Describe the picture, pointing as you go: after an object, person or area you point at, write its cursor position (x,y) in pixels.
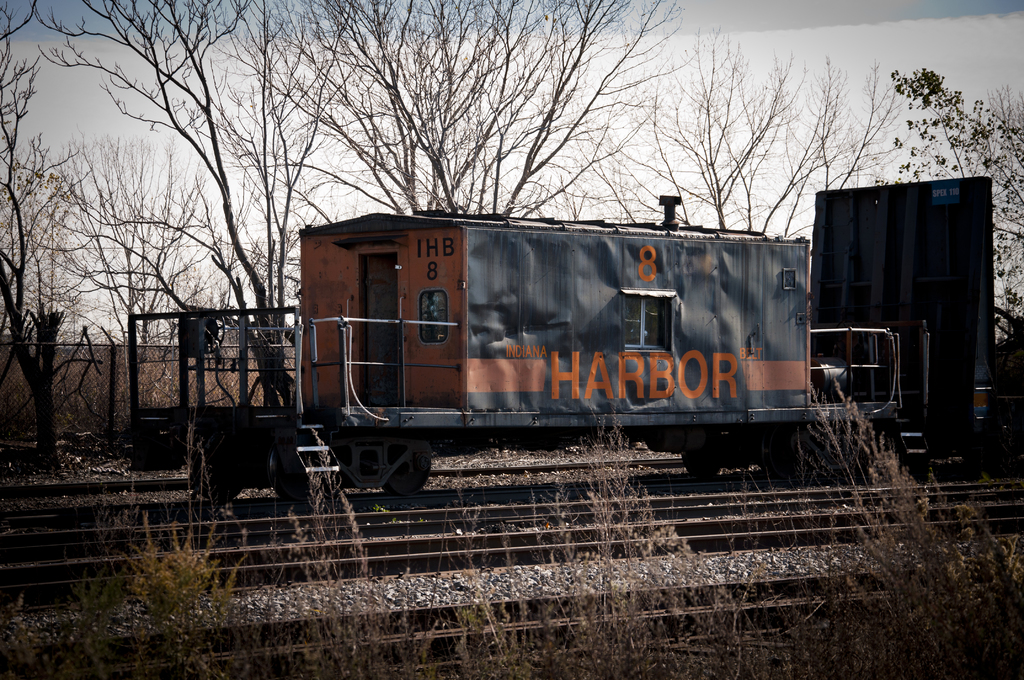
In this picture we can see a vehicle (666,369) and in the background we can see trees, sky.
